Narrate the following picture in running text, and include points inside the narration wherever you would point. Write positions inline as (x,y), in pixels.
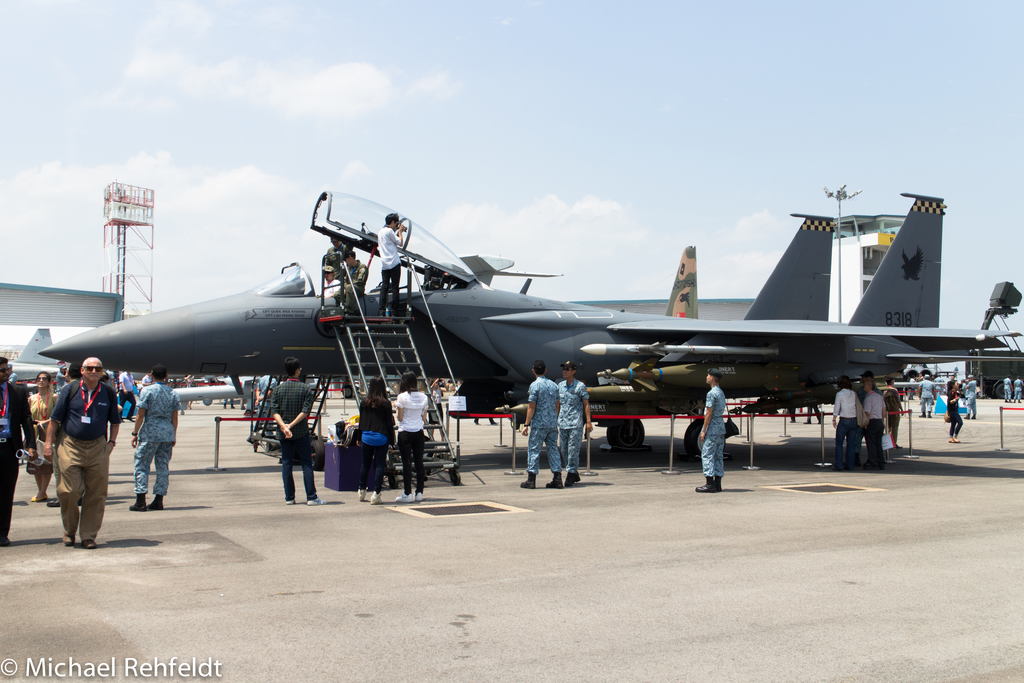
This is an airport (118,449). Here I can see few aeroplanes (284,357) on the ground (577,518). There are some people (839,428) standing near the aeroplane (284,331) and few people (48,437) are walking on the ground (128,512). In the background (115,290), I can see a building (65,302) and a tower (129,242). On the top of the image (526,73) I can see the sky (457,41) and clouds (295,80).
